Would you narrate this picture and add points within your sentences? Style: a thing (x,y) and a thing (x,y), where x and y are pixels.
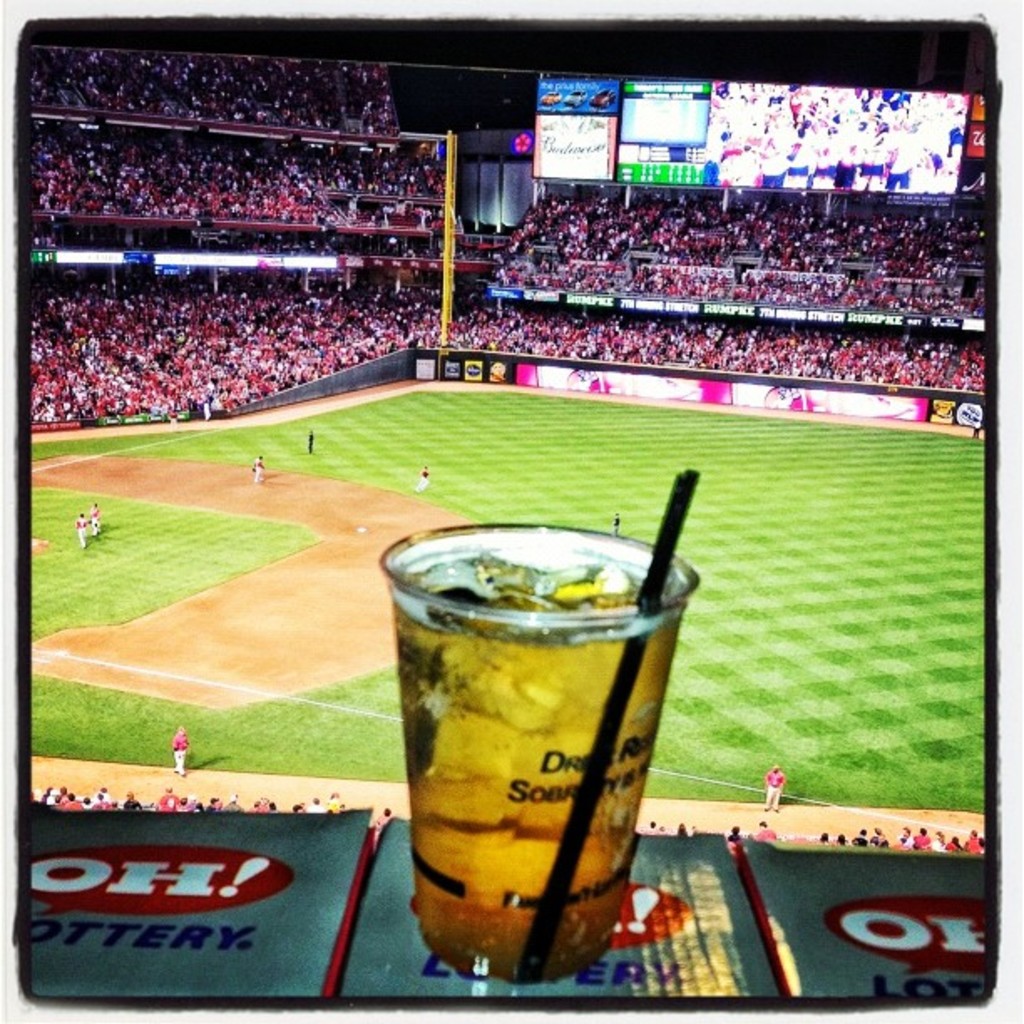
In the middle of the image (425,624) there is a glass (427,783) with ice cubes (508,595), black straw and a liquid (508,595) in it. Behind the glass (594,856) there is a ground (443,524) with few people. And in the background (947,254) there is crowd (901,291) in the stadium (455,282). And also there is a screen (693,151).
